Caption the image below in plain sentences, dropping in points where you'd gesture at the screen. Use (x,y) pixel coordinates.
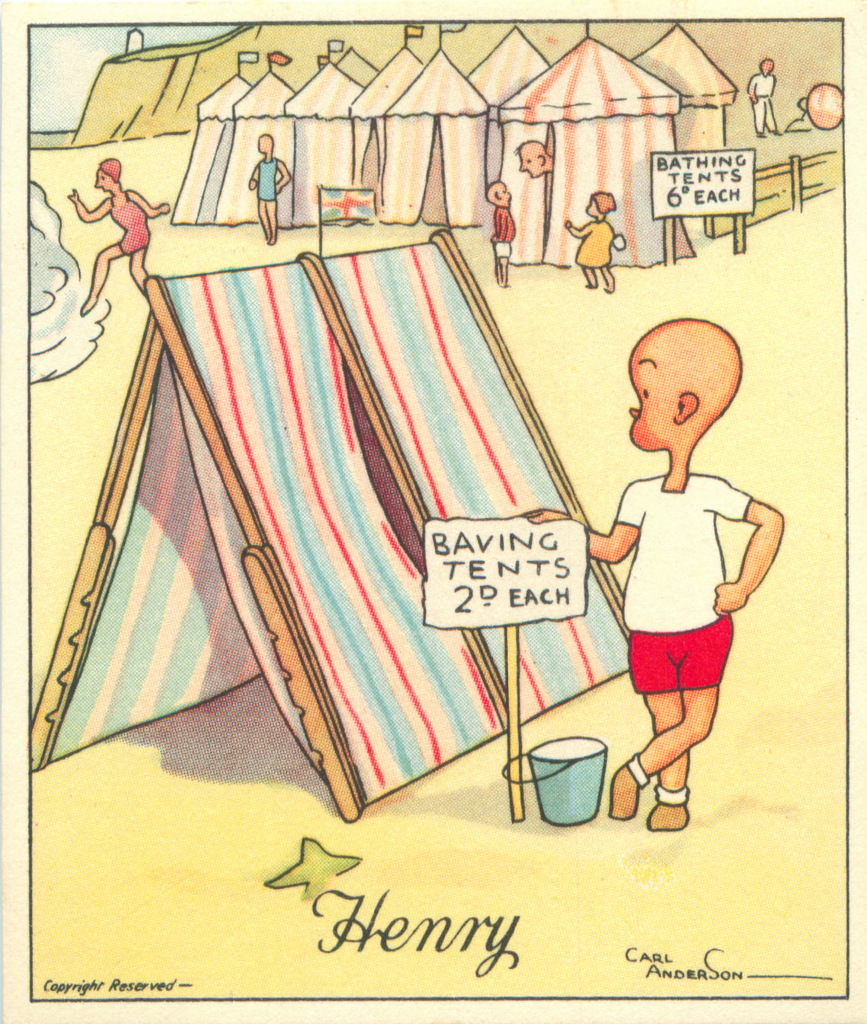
This image is a drawing. In this image we can tents (293,218). There are kids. At the bottom of the image (384,895) there is some text (137,988).
